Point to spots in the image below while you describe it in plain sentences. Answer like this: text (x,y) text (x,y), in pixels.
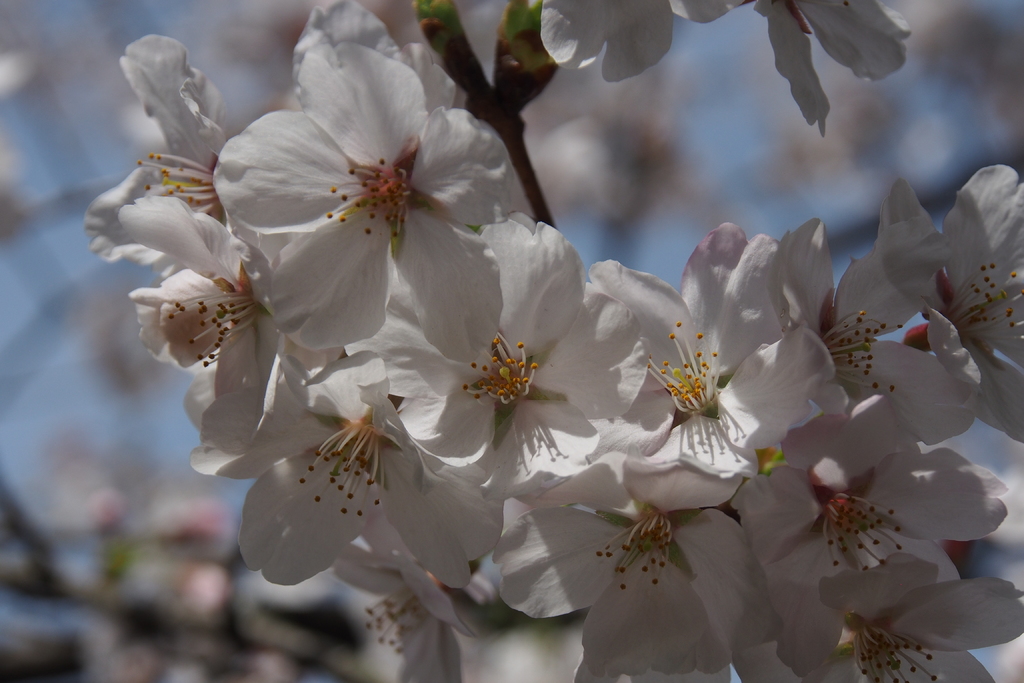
There are white cherry blossoms (373,436). The background (105,14) is blurred.
